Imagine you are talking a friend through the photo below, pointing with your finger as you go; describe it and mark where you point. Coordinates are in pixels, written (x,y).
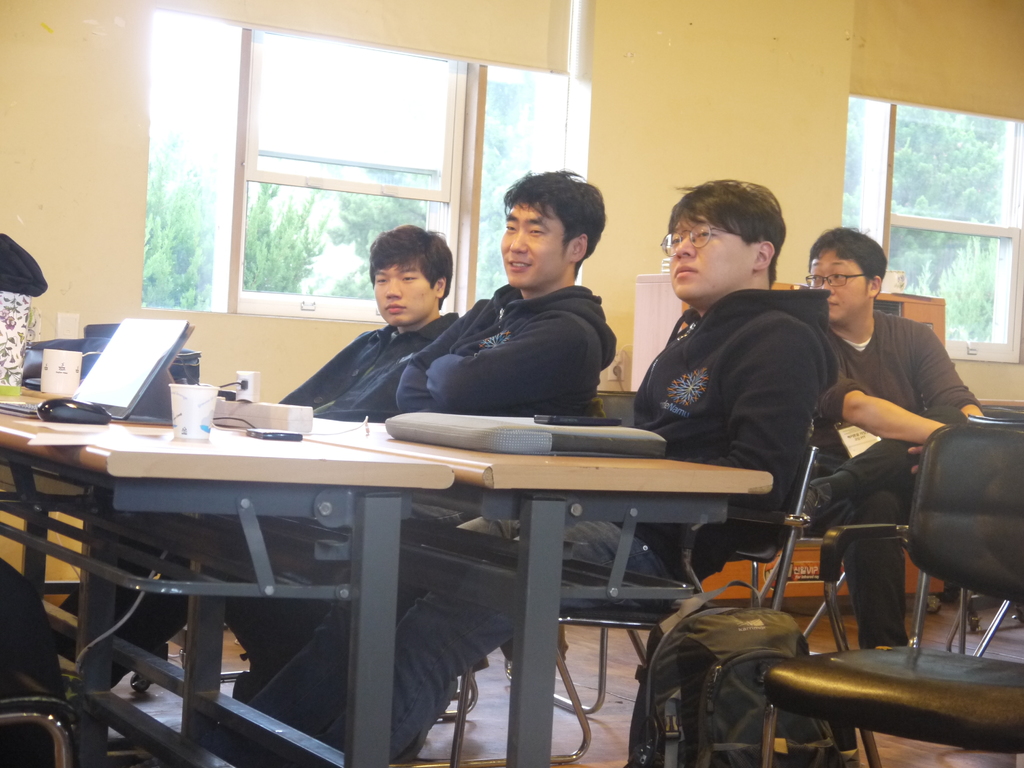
Here we can see four persons (462,615) are sitting on the chairs (602,690). These are the tables (333,554). On the table (201,502) there is a laptop (172,342), cup (201,425), and a mouse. This is floor (604,730). On the background (642,207) there is a wall (806,16) and this is window (274,181). Here we can see some trees (927,168).
